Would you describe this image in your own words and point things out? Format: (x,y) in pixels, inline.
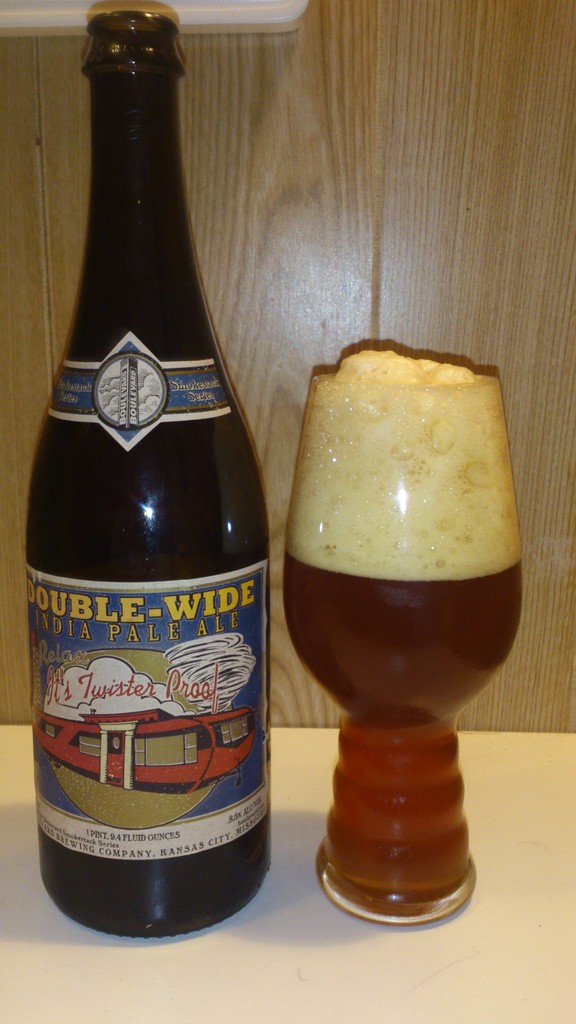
In this image we can see a bottle (148,459) with a label (184,628). Near to the bottle (147,340) there is a glass (386,718) with a drink (409,621). In the back (318,178) there is a wooden wall (331,353).
